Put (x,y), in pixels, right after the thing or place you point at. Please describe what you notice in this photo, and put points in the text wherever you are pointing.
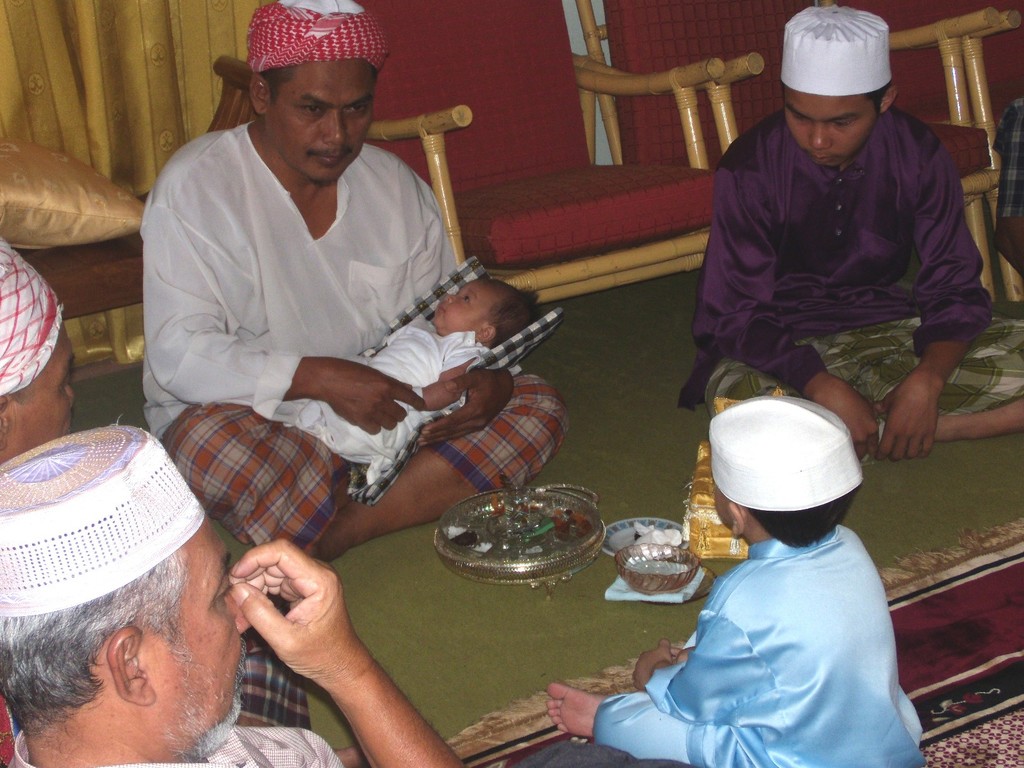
In this picture I can observe some people (153,597) sitting on the floor (573,382). Behind them there are some chairs (653,150). All of them are wearing caps (790,23) on their heads (289,75).
